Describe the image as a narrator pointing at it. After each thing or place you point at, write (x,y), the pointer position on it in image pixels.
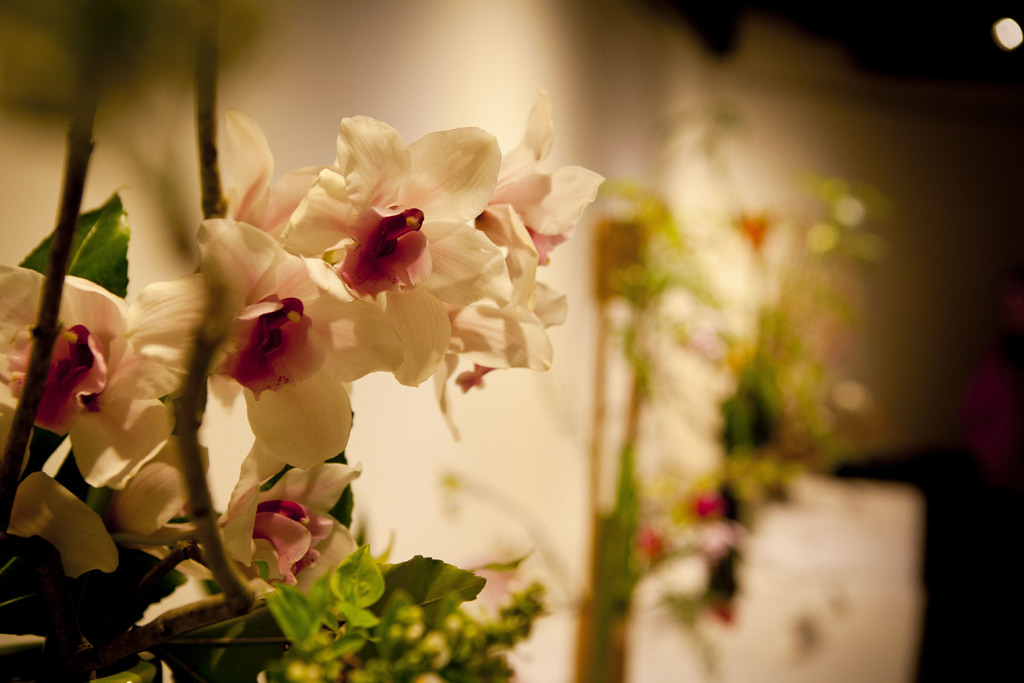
In the image on the left side (279,329) we can see plants (370,590) and flowers (140,504), which is in white and red color. In the background (671,205) there is a wall (451,12), plants (789,342) and few other objects (629,365).
